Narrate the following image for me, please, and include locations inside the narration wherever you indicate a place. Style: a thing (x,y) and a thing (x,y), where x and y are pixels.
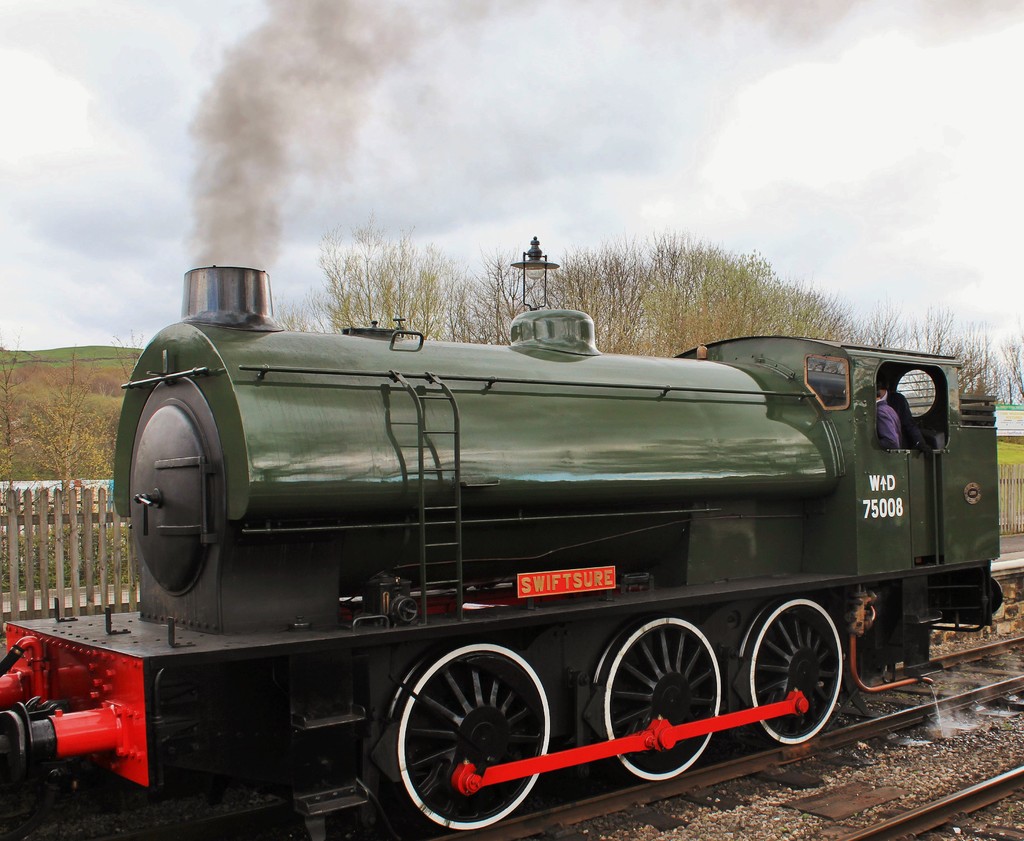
In this picture we can see a train (667,643) on the track (949,666) and we can find a person (904,405) in the train (873,467), in the background (633,324) we can see few trees (455,293) and fence (74,549).
